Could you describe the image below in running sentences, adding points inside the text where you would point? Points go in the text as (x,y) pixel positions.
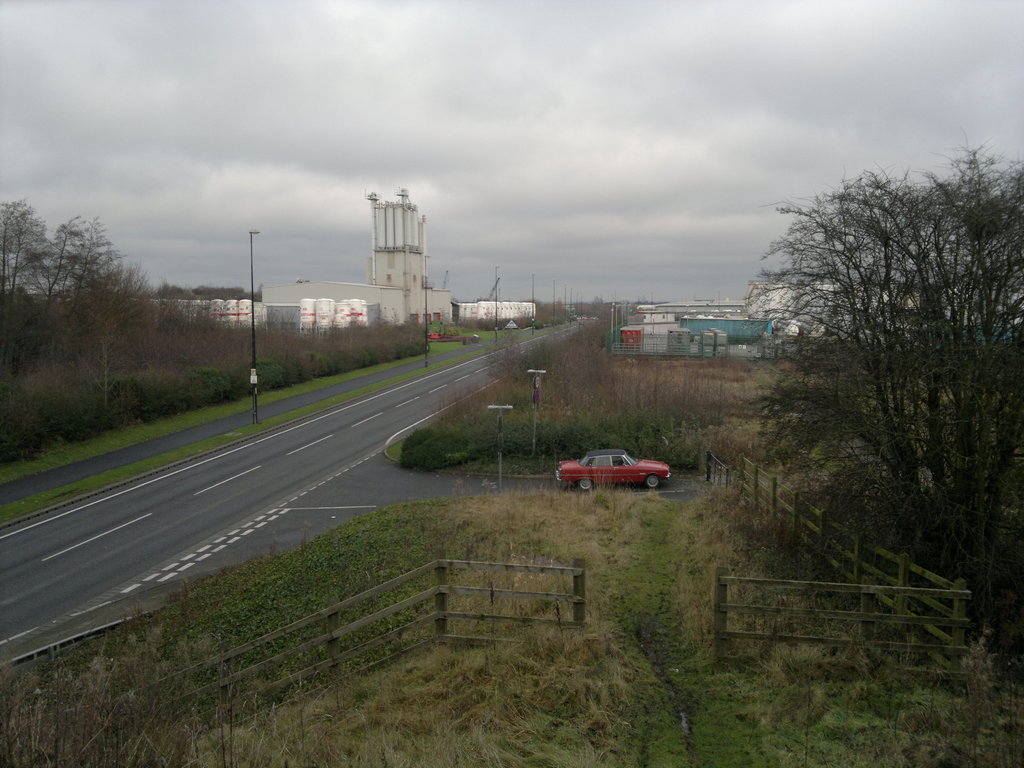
On the right side of the image (717,635) we can see car (594,469), road (547,485), poles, fencing (443,565), grass (666,666), plants (701,411), trees (828,335) and buildings (749,315). On the left side of the image (112,299) we can see buildings (410,225), trees (84,318), plants (102,403), grass (67,457), road (269,432) and pole (253,346). In the background (421,155) we can see sky (596,136) and clouds (616,116).
